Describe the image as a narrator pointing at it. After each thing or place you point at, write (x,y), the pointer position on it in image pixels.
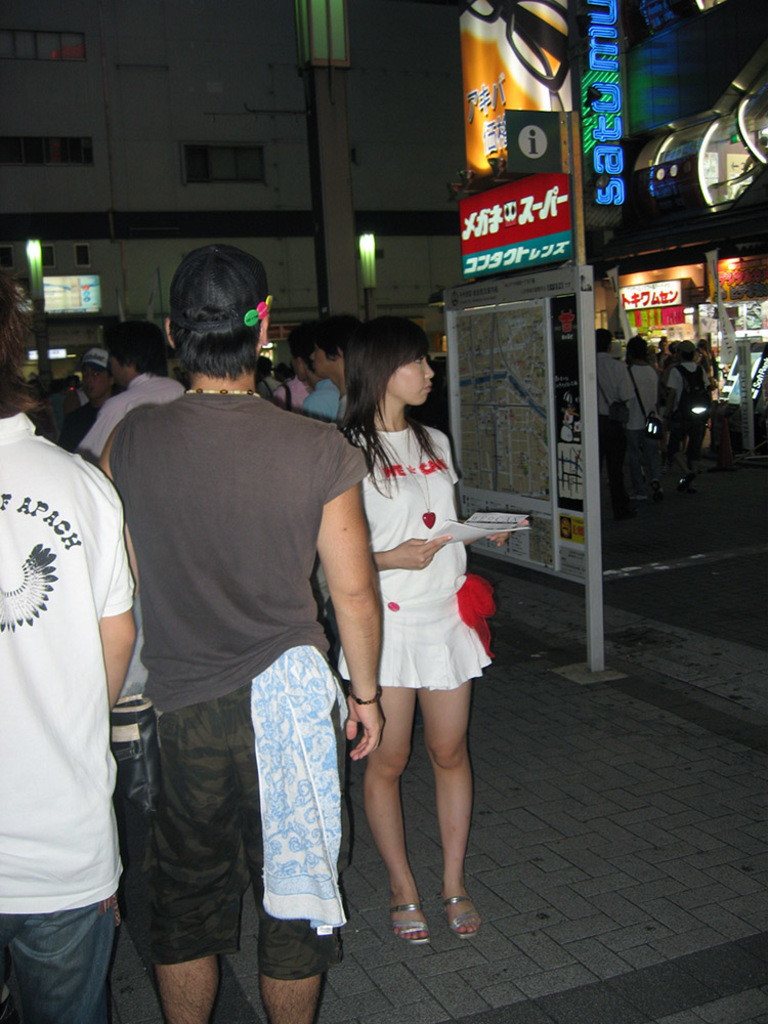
In this image we can see many people (210,548). There is a board (482,511) with something (507,424) on that. Also there are name boards (559,146). In the back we can see lights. Also there are lights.
